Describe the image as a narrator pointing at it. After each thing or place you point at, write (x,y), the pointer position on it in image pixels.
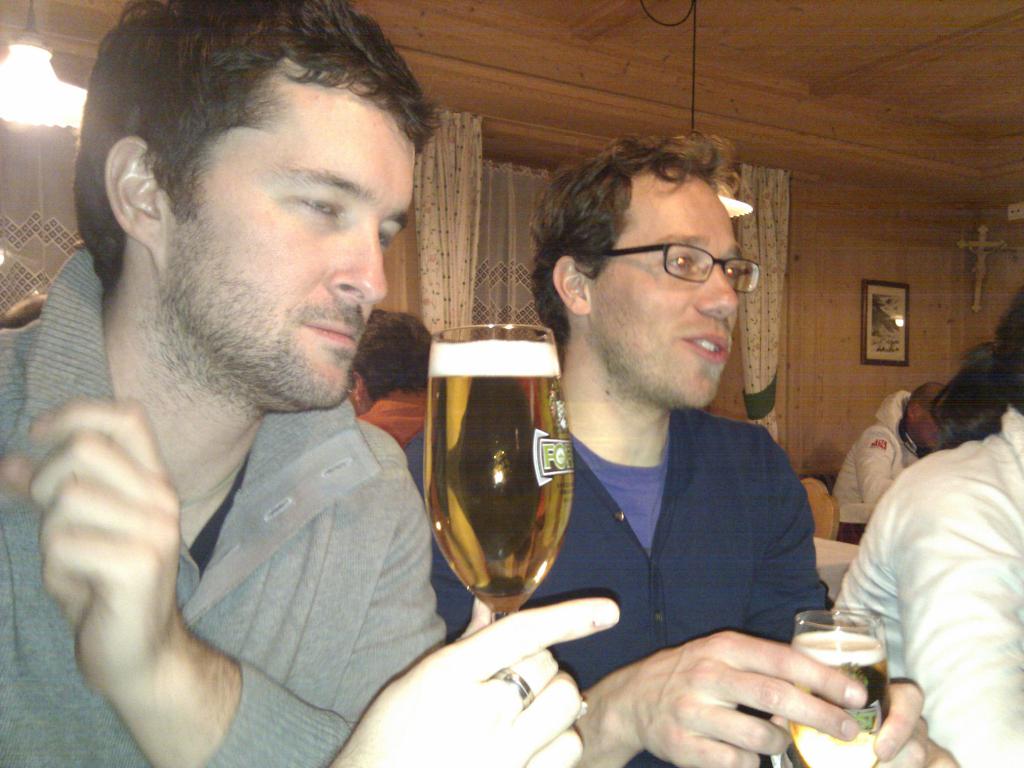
In this image there is one person (212,563) who is sitting in the left side of the image (204,430) he is holding a glass (437,534) and he is looking at glass (470,466), that glass (483,473) is filled with drink (545,484). In the middle of the image (657,492) there is another person (687,581) who is sitting and he is holding a glass (807,635), it seems that he is smiling and he is wearing spectacles (680,271). In the right side (940,532) there is another person (969,620) who is sitting. On the background of the image (864,225) there is one wooden wall (518,125) and one photo frame (864,299), and in the middle of the image (520,258) there is one window (532,204) and two curtains (459,284) and one ceiling (764,47) and on the top of the left corner (31,97) there is one light (54,85).
